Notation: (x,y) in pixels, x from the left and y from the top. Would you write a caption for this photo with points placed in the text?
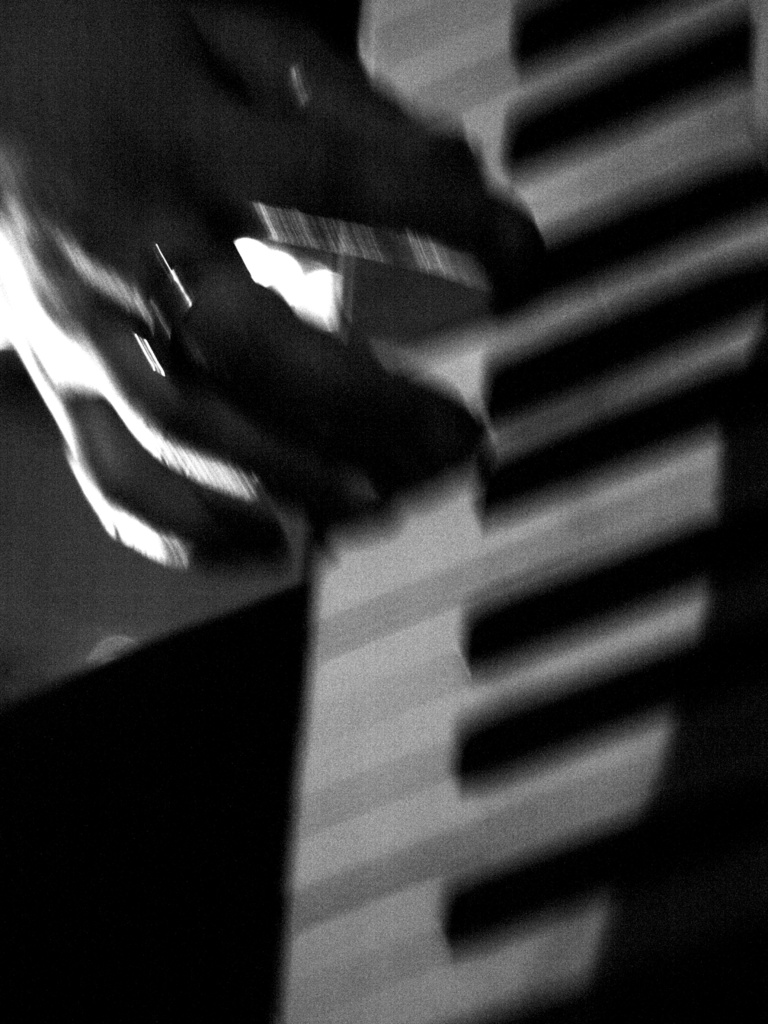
In this image I can see a person's hand (356,201) on the piano keys (575,489), I can see the person (220,383) is wearing a ring (162,372).
